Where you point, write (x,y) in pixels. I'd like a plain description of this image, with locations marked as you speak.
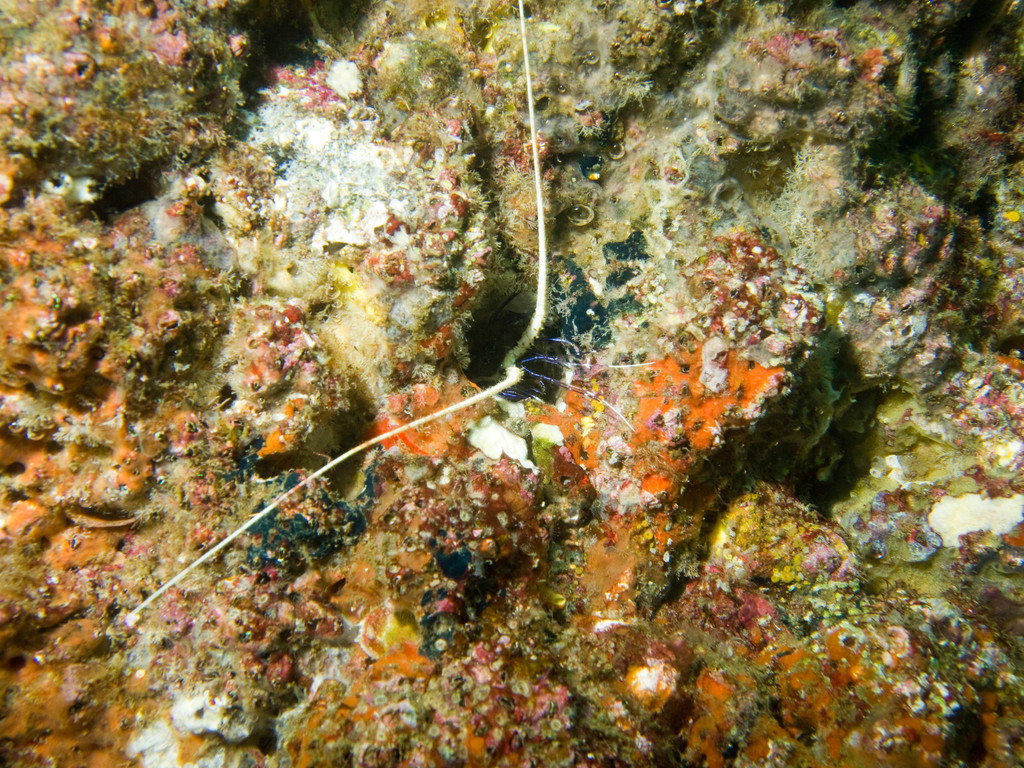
This image consists of submarine plants (529,415) in the water (581,443). This image is taken may be in the ocean (291,380).
